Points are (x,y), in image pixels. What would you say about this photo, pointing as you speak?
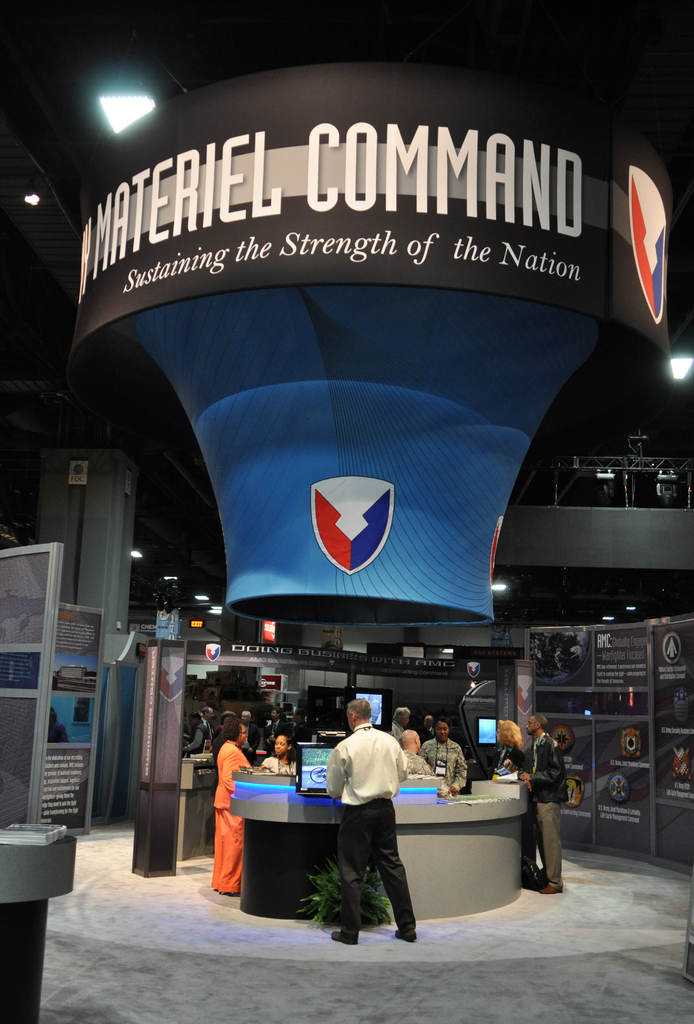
In the center of the image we can see persons (206,736) around the table (247,812). At the top of the image (143,218) we can see board (649,299). In the background (634,660) there is a wall (652,688) and posters (624,645).
